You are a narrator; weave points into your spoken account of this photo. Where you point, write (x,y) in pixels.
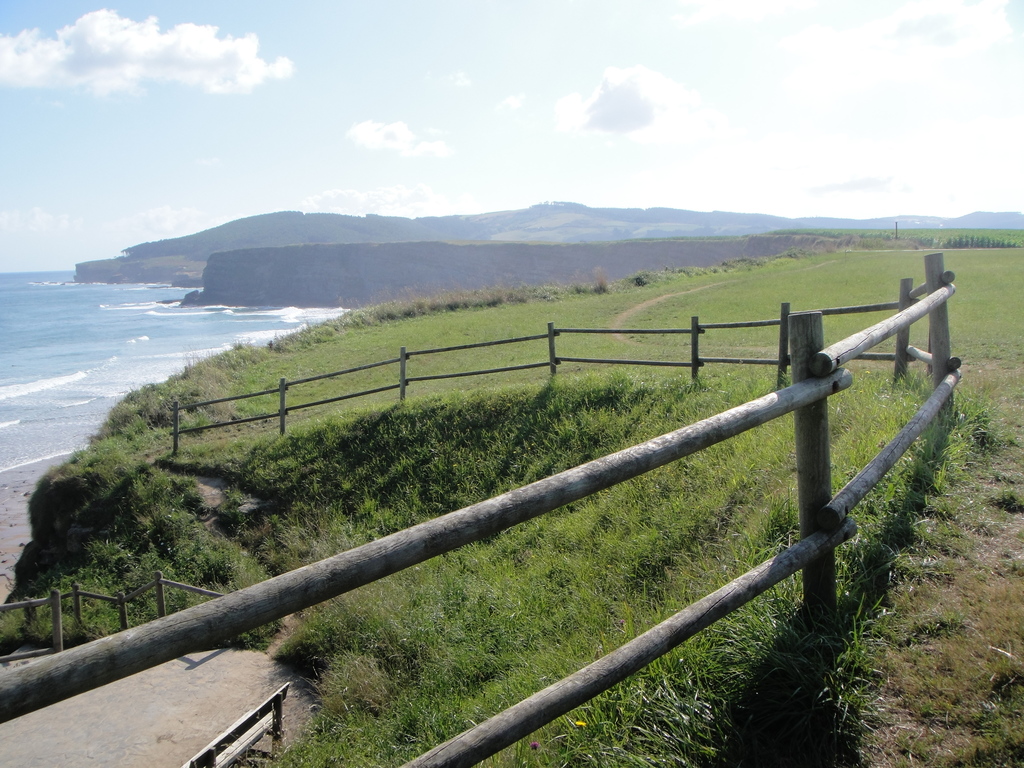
In the foreground of the picture (669,691) there are shrubs (155,552), grass (368,428) and fencing (227,606). On the left (214,739) there is a bench (246,727). On the left (74,375) there is a water body (102,330). In the center of the background (238,236) there are hills (520,211). On the right (989,297) there are plants (967,242) and grass (1000,326). In the center of the image (516,289) there are shrubs (365,321) and grass (836,287). Sky (270,129) is sunny and it is bit cloudy.
